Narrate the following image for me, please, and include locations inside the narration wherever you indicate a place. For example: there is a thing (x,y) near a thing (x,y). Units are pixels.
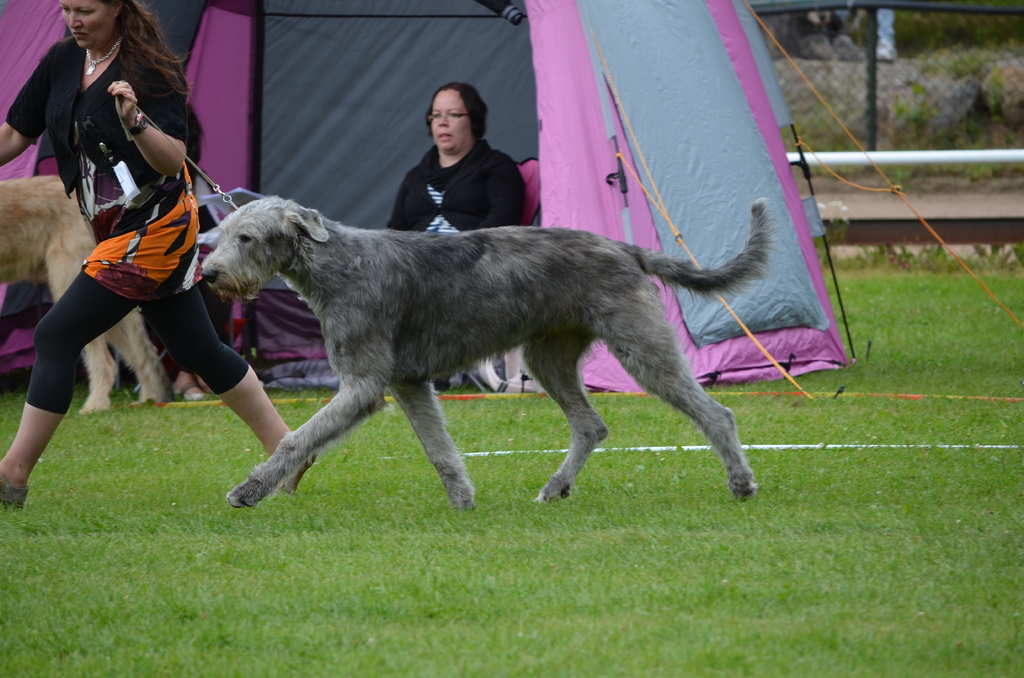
In this picture we can see woman (121,135) running along with the dog (493,344) on grass (787,586) and in background (449,96) we can see woman (449,96) sitting under tent (514,40) and in fence (778,42), rod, ropes (856,137) to it.
